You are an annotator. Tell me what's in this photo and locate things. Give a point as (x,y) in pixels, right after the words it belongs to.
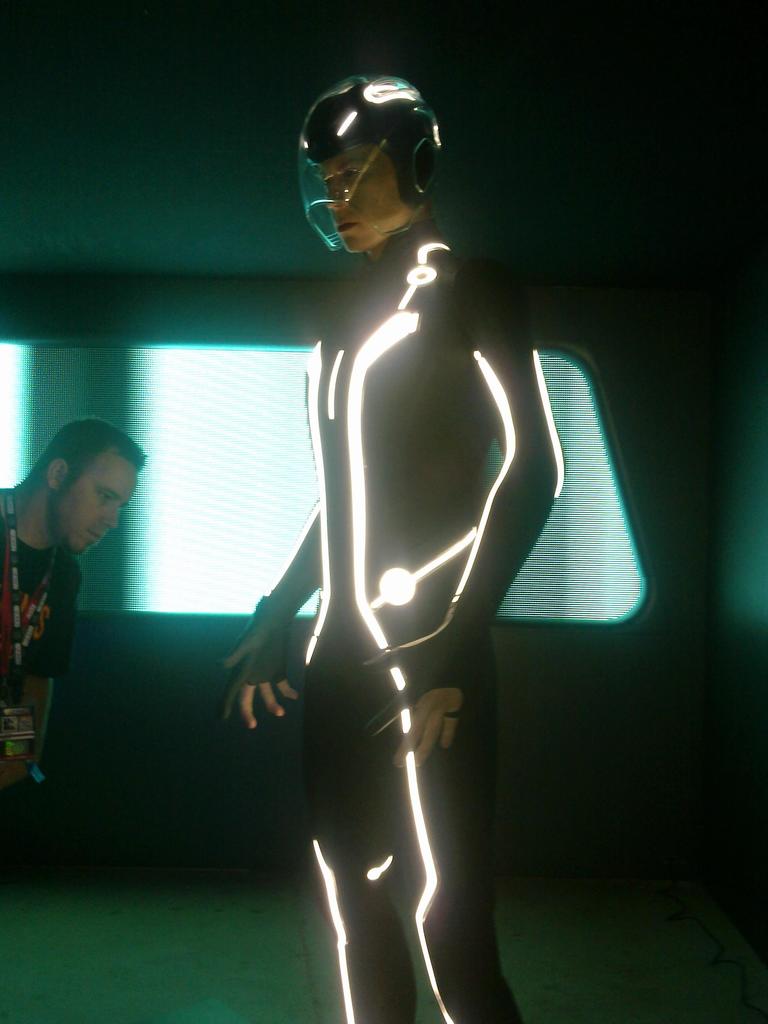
In this picture we can see a person (328,638) in the fancy dress (388,662) and on the left side of the person (380,600) there is a man (27,635). Behind the people (27,635) there is a wall (647,405).
